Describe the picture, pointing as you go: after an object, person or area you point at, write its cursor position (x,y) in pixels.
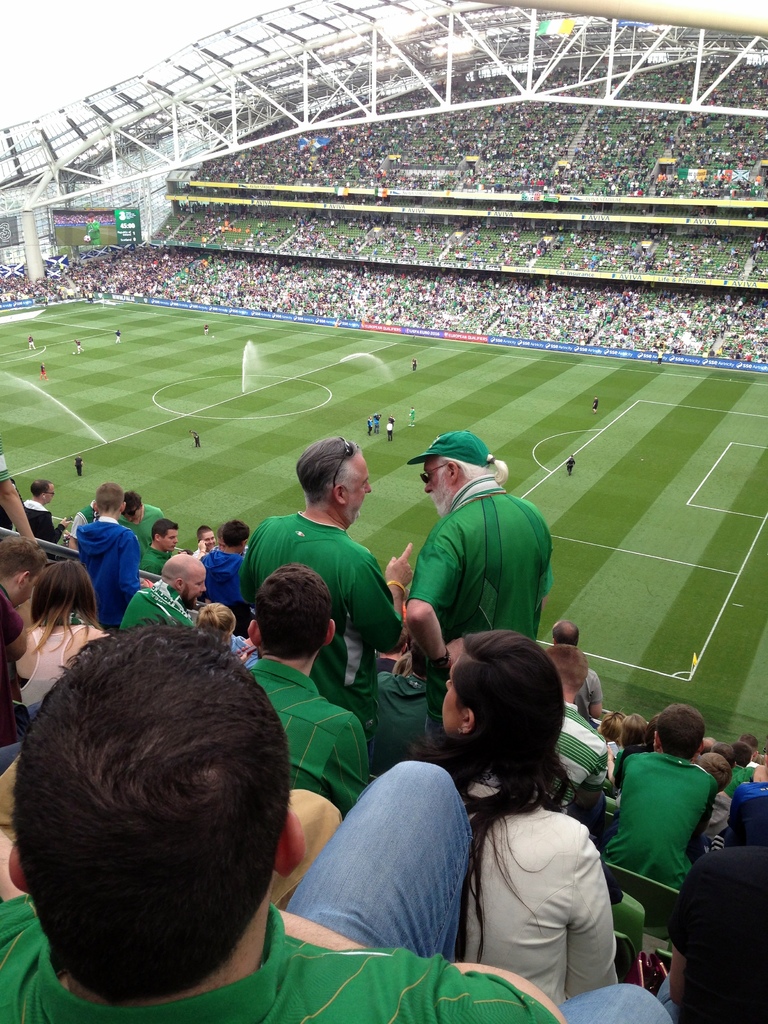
In this image there are a few players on the ground (377,469), on the either side of the ground (243,335) there are spectators (538,159) watching the game sitting in the stands (518,207).
